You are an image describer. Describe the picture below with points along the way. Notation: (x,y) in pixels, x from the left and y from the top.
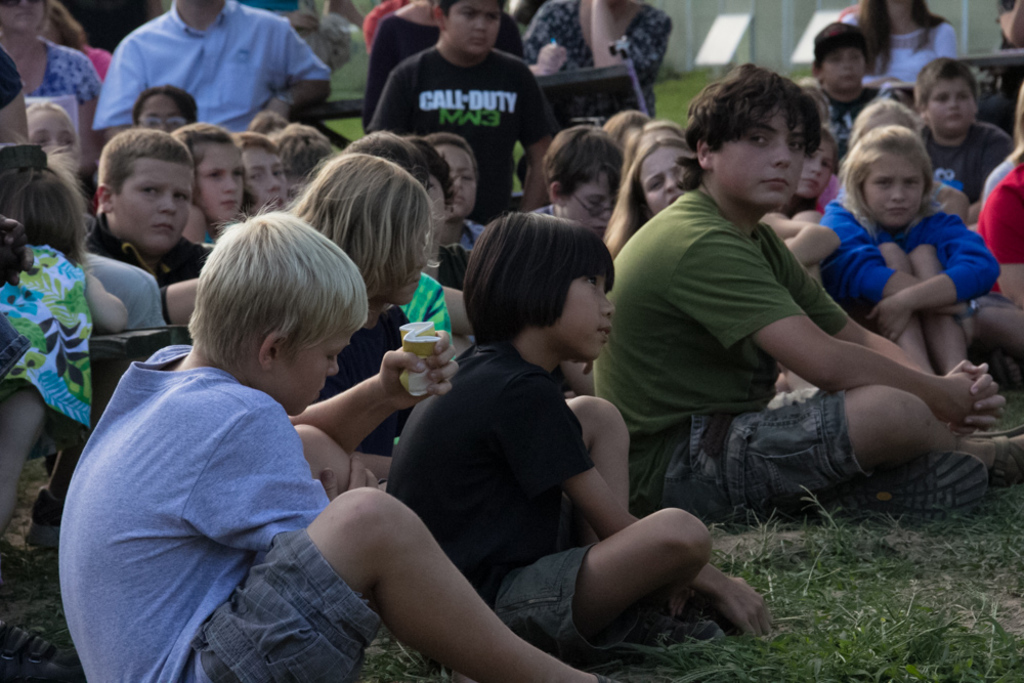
In this image there are group of persons (636,256) sitting and there's grass (915,649) on the ground (916,656). In the background (780,27) there are boards (734,46) and there is a wall (773,34).
